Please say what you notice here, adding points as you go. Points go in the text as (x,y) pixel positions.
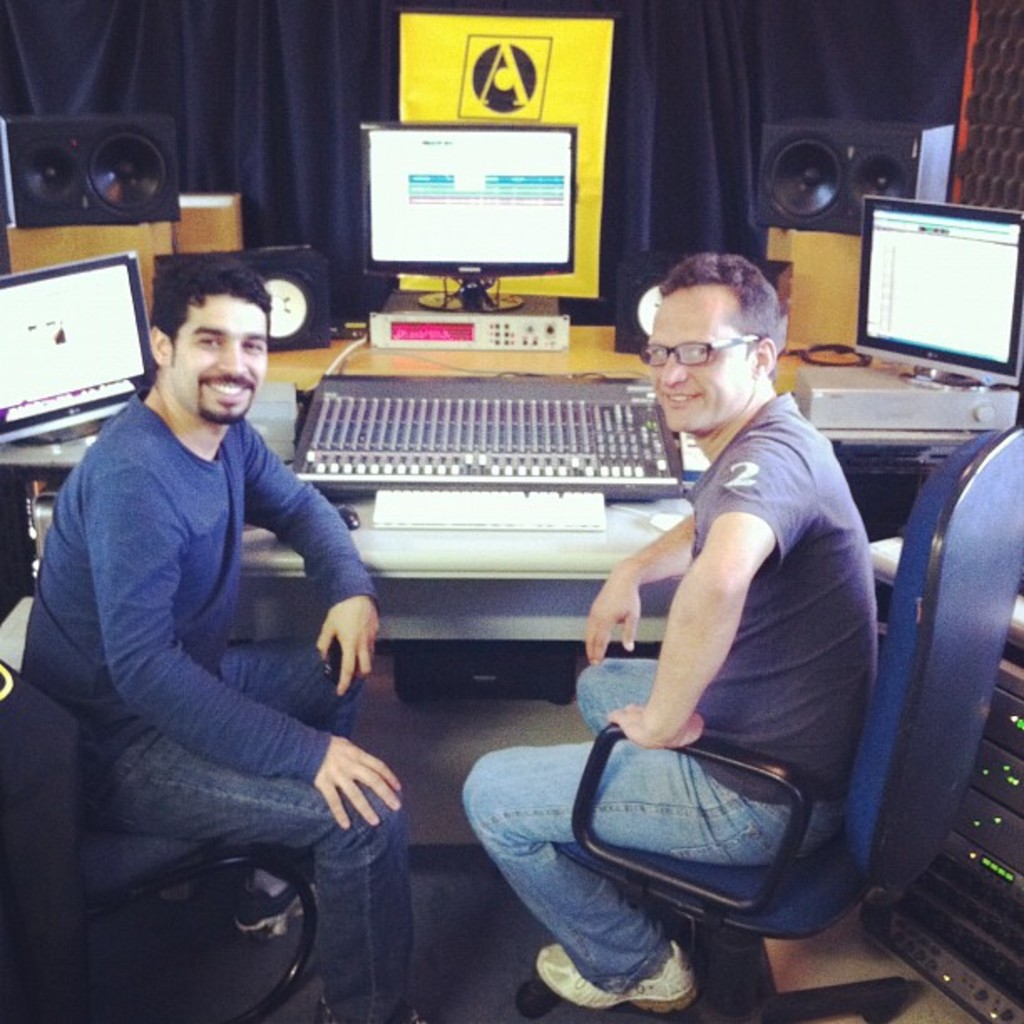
In this image we can see these two persons (698,437) are sitting on the chair (1017,479) and smiling. Here we can see the monitors (550,229), keyboards (412,495), mouse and a few more things (522,346) kept on the table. Here we can see the speakers (917,186). In the background (873,75), we can see the blue color curtains (789,92).
